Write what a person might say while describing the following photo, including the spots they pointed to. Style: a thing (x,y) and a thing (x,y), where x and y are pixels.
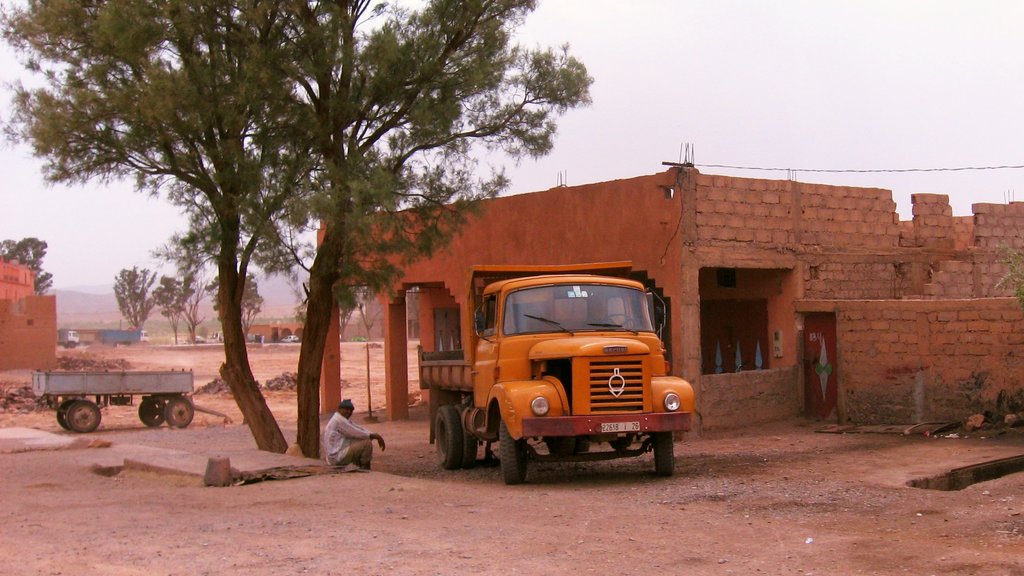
In the foreground of this image (477,426), there is a vehicle (559,433) on the ground (567,486). Beside it, there is a man (361,451) sitting under the tree (310,442). Behind it, there is a building (740,246), a trolley (88,387) and the brick like objects (19,400). In the background (29,312), there are buildings (30,319), trees (192,317), vehicles (292,339), mountains (68,291) and the sky (105,258).
